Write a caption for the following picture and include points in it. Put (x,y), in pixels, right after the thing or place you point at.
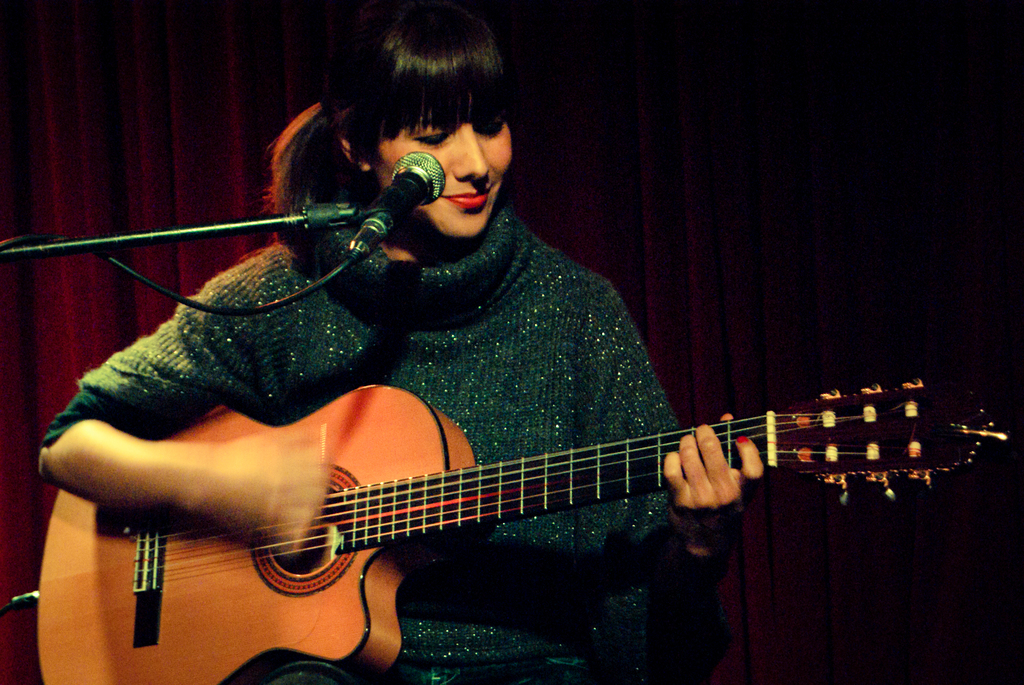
In this image, There is a woman (635,580) sitting and holding a music instrument (248,562) which is in yellow color, In the background (716,297) there is a red color curtain (803,212).
